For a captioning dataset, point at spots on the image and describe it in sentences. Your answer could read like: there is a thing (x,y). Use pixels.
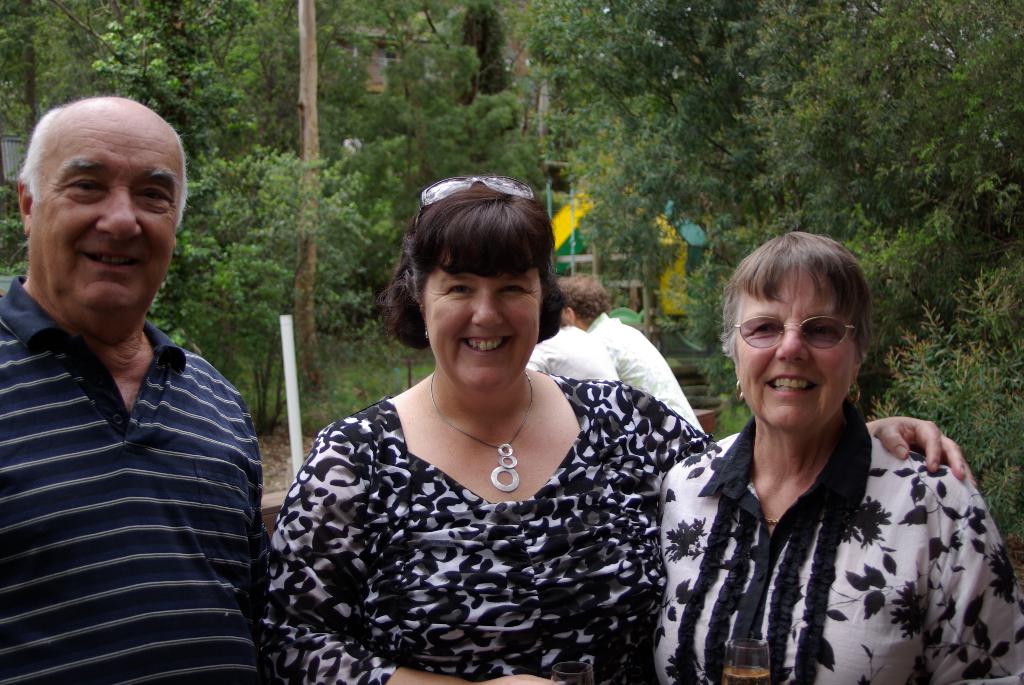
In this picture we can see three people (464,428) are standing and smiling and two ladies (522,494) are holding the glasses (730,662) which contains some liquid (737,673). In the background of the image (309,47) we can see the trees (470,95), poles (291,415), building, shed (556,217), grass (335,377) and ground (382,370).
